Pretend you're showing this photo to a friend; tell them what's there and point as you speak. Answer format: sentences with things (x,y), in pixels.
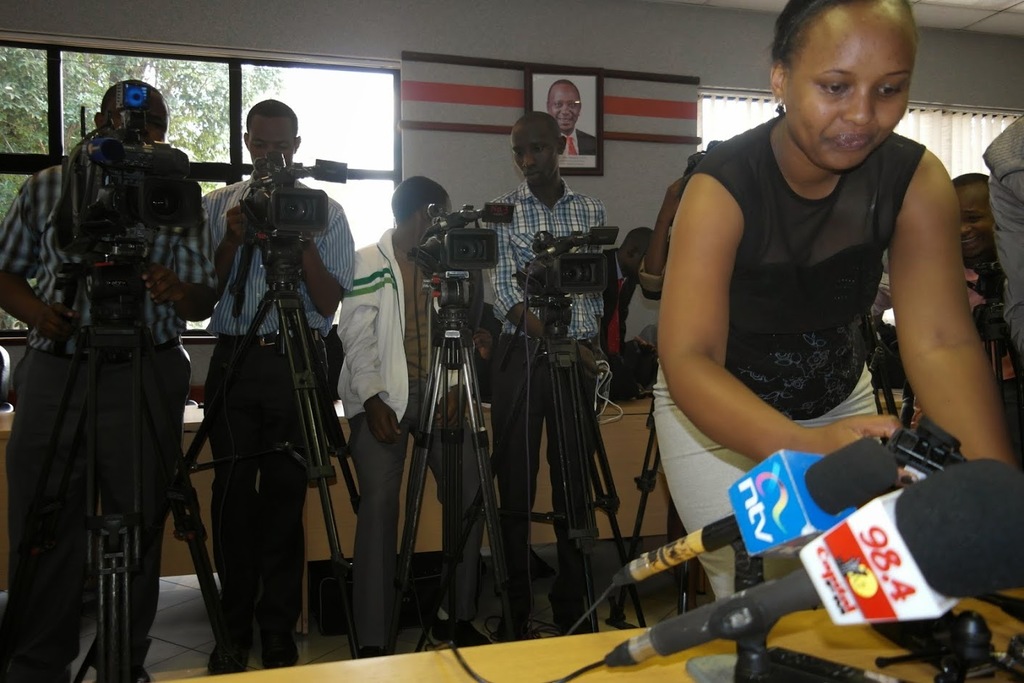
In-front of the image we can see table (536,656), mics (682,642) and a woman (759,378). In the background (65,162) there are people (75,186), camera (84,214), stands (128,334), windows (69,143), window blind (759,110), wall (635,199) and things (323,594). Picture (569,90) is on the wall (625,119). Through the window (62,65) we can see tree (147,78).
